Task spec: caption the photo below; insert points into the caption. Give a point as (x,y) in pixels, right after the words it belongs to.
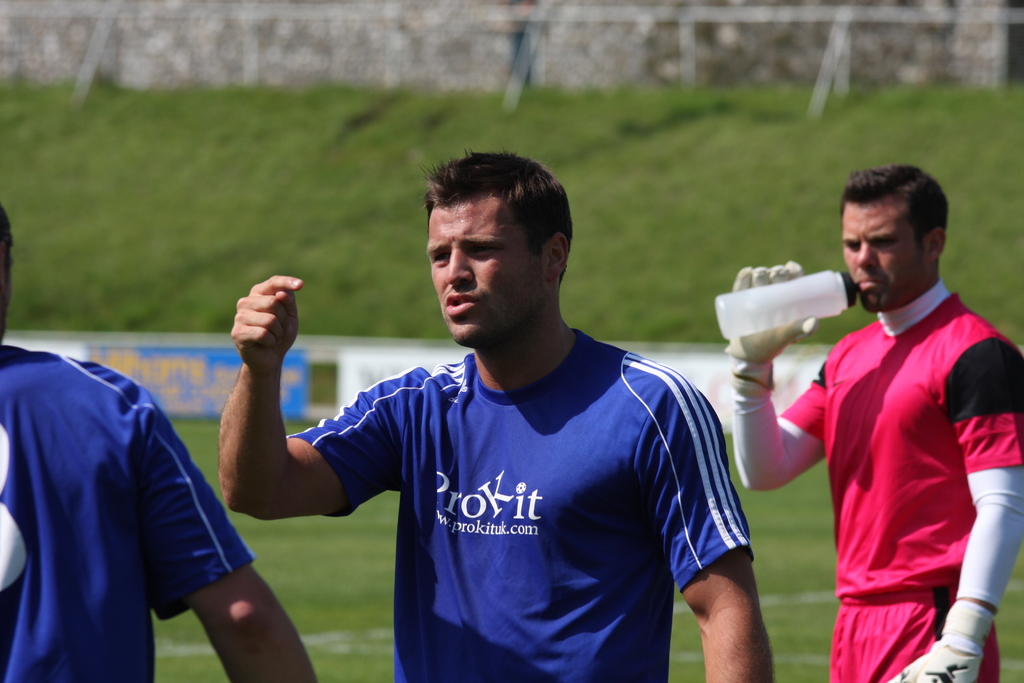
In this image in the foreground (895,433) there are three persons (449,441) who are standing and one person (893,307) is holding a bottle (823,309) and drinking. In the background (582,154) there is grass (698,105) wall (712,81) and board (216,376).
